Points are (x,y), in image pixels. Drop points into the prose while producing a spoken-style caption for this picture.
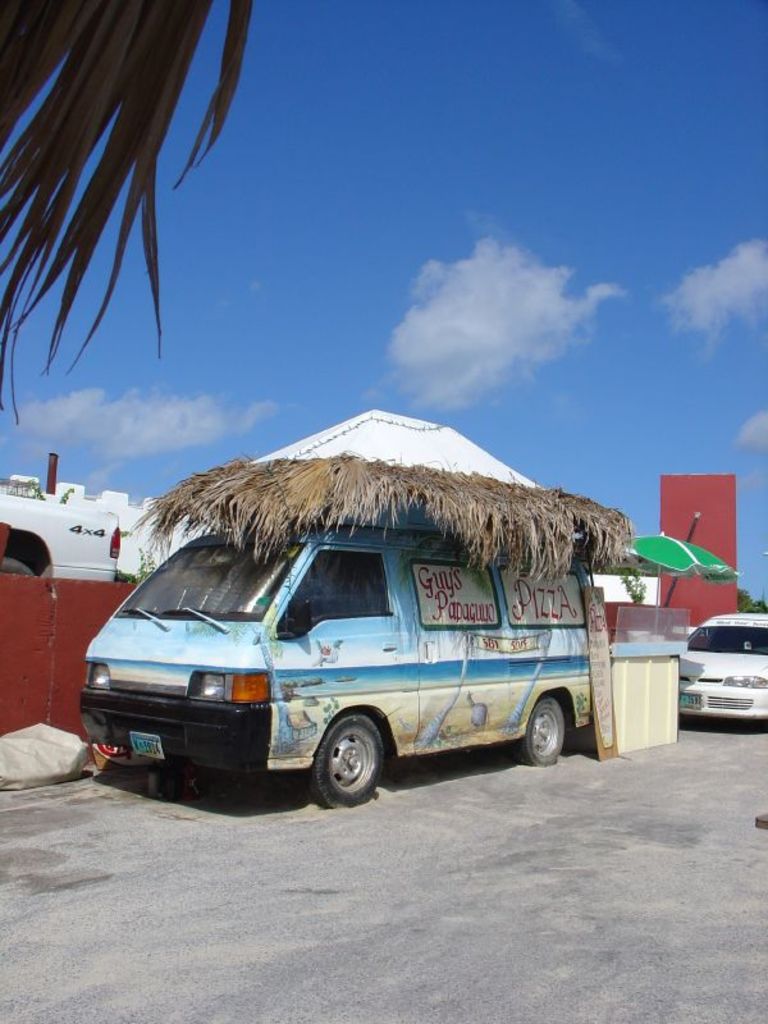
In this image I can see the ground (594,909), few vehicles (567,641) on the ground (572,982), a green colored tent (649,556) and few brown colored leaves (490,497) on the vehicle (488,511). In the background (720,545) I can see few trees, a building (711,595) and the sky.
